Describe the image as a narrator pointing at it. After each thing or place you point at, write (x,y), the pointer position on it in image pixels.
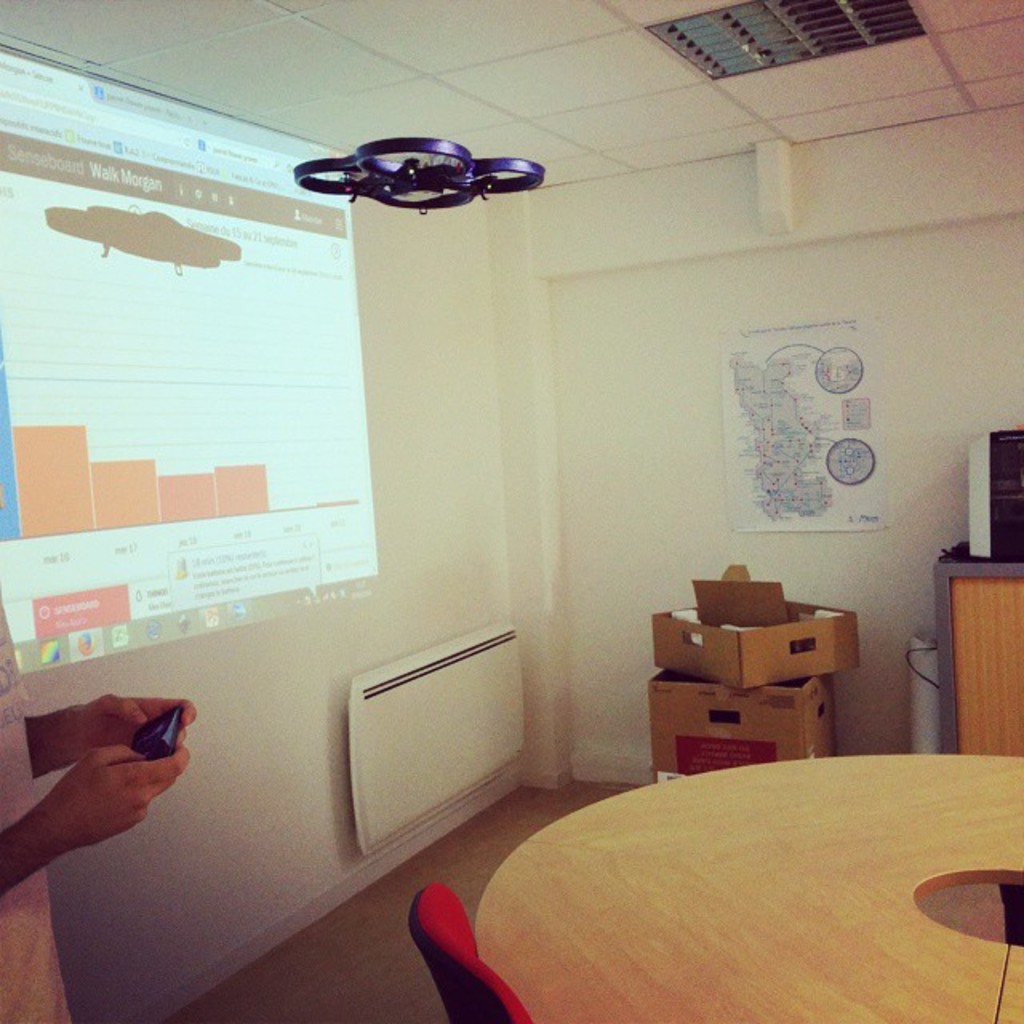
This picture shows an projector screen (239,216) on the wall (421,592) and a table (580,829) and a chair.
